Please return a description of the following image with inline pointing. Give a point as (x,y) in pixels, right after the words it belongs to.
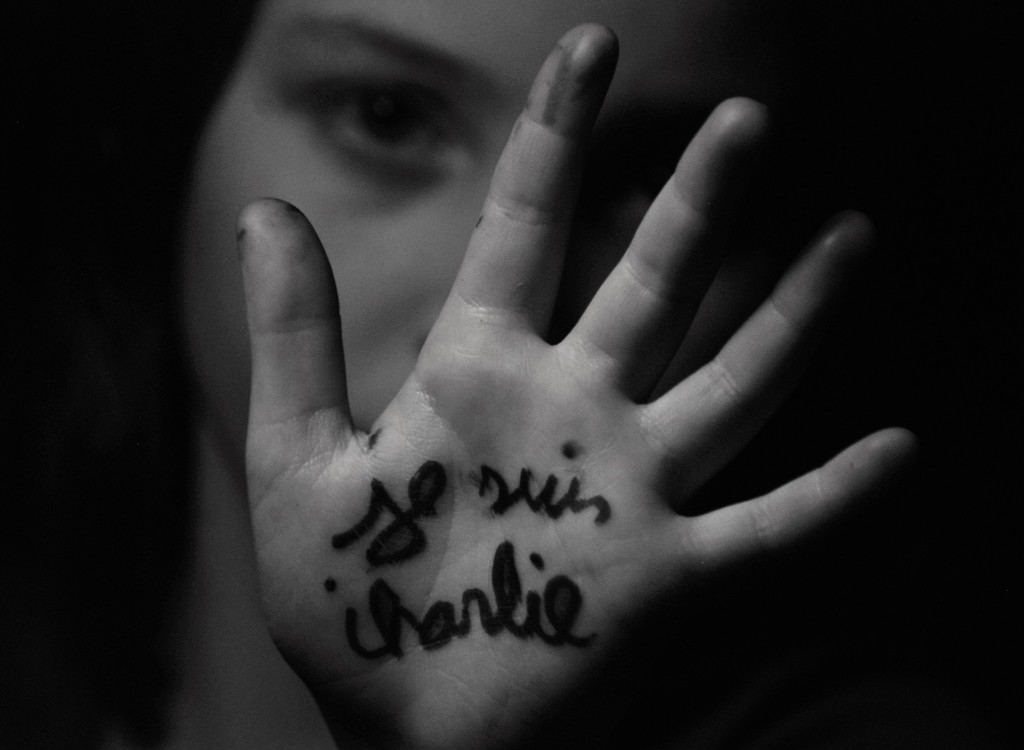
In this picture we can see woman (300,664) and she is showing her hand (549,508). In her hand (412,497) we can see something is written.
